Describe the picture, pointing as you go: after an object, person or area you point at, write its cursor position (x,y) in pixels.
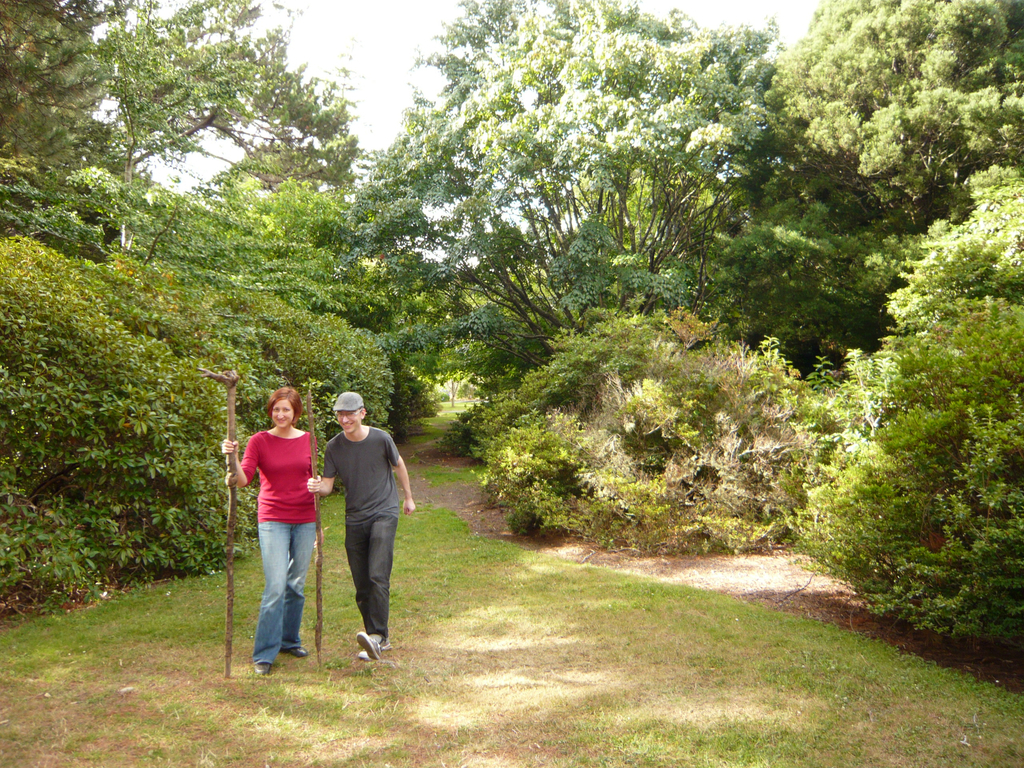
In this picture we can see there are two people (268,494) holding the sticks (237,472). Behind the people (289,440) there are trees (561,6), grass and the sky (456,16).
